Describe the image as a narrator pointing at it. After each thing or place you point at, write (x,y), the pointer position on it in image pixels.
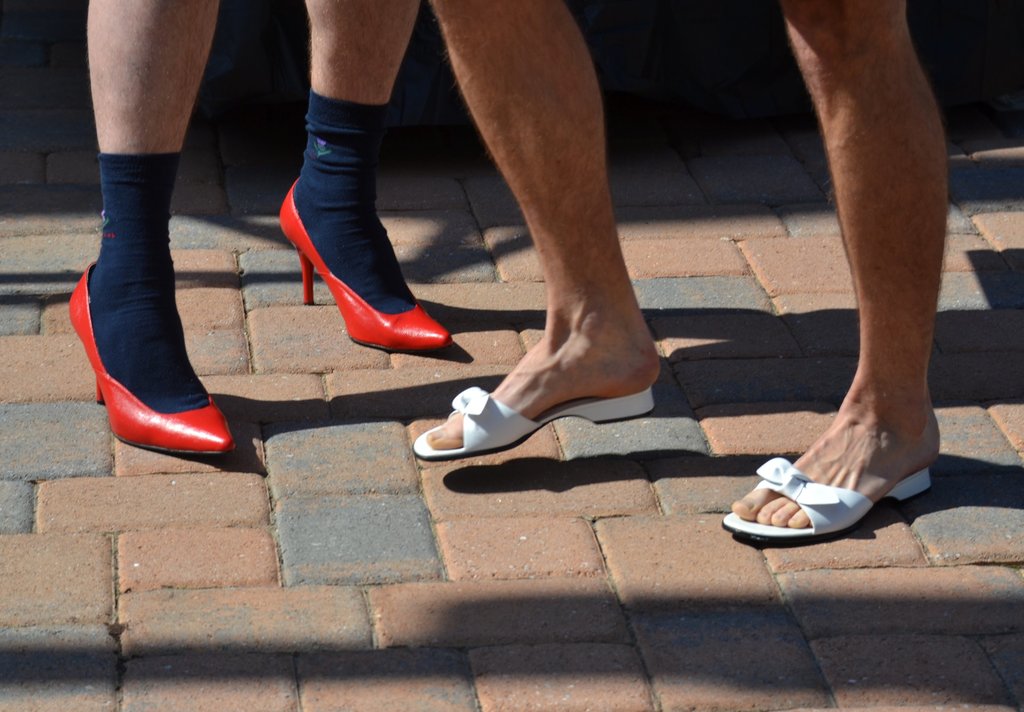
In this image there are legs (878,226) of the persons (346,188) visible wearing footwear (363,326) which are white and red in colour and there is a sock (352,187) which is blue in colour which is on the leg (145,217) of the person (141,205).
